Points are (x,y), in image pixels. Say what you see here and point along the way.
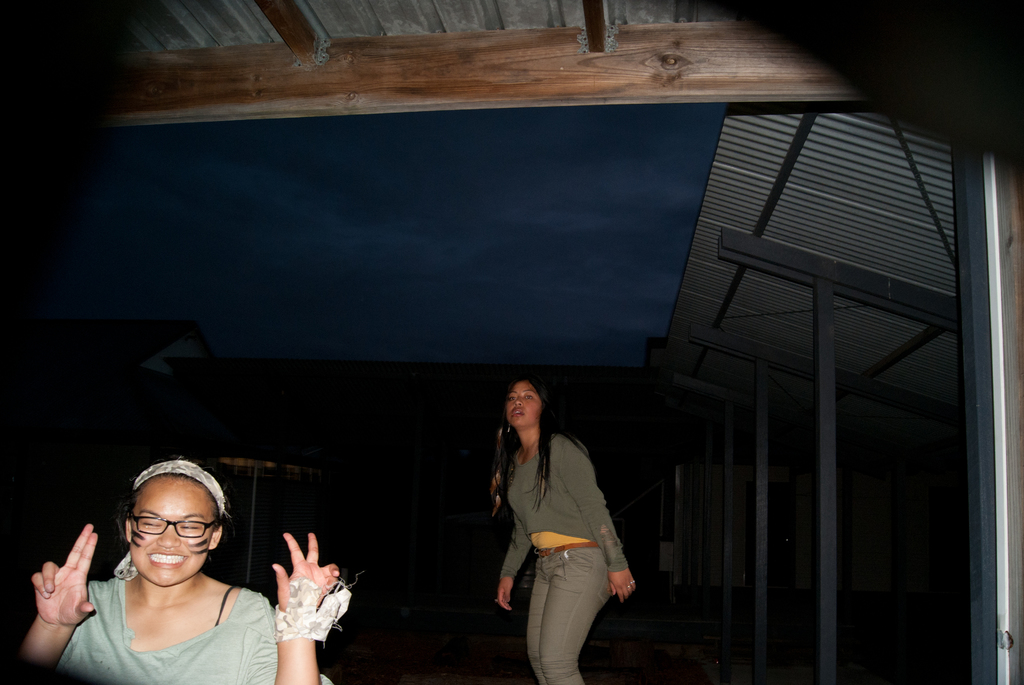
At the bottom (335,596) there are two women (564,621). One woman (532,601) is standing, another woman (177,636) is smiling. On the right side (826,315) there is a shed (923,316) and I can see few poles (764,576). At the top of the image (413,68) there is a wooden plank (392,68). The background (536,272) is dark.
